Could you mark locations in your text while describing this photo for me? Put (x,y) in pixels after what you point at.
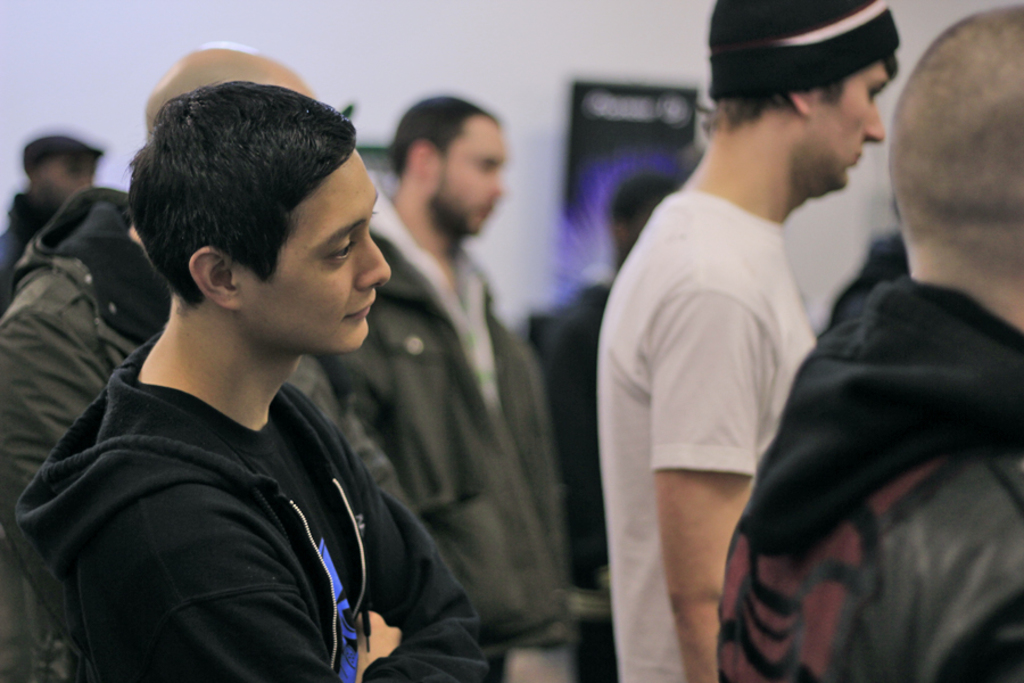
In this image I can see the group of people (484,436) standing. And these people (305,384) are wearing the different color dresses (607,387). I can see one person (794,32) with the black color hat (717,69). In the back (381,79) I can see the wall (315,73) and it is blurry.
